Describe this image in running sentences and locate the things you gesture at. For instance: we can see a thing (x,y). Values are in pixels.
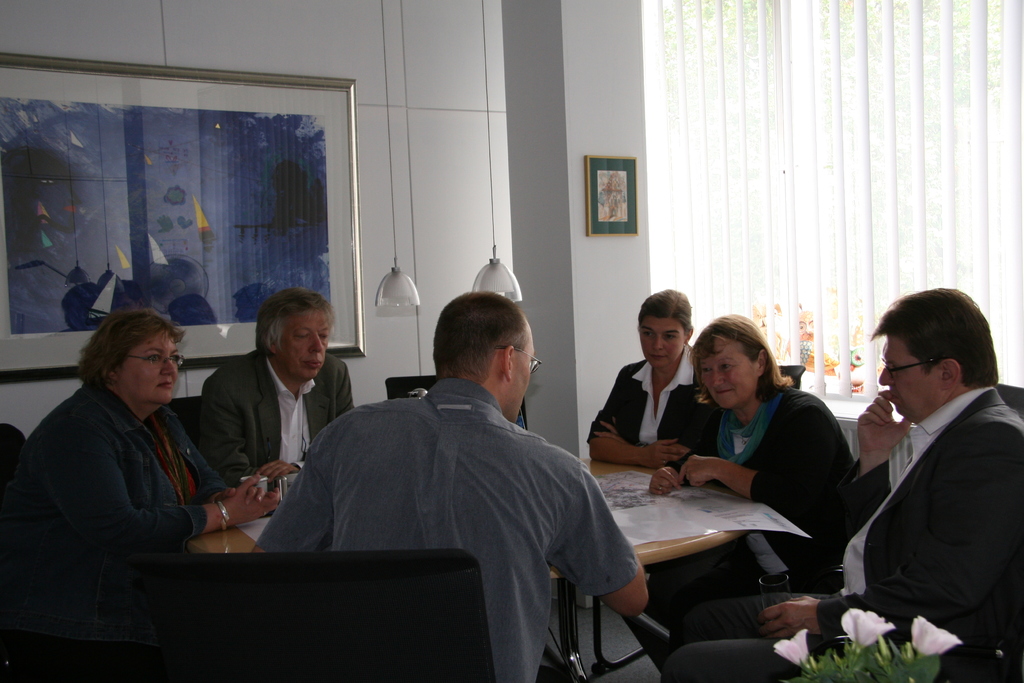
There are few people (330,372) sitting on the chairs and talking. This is the table (664,548) with a paper (665,530) on it. These are the lamps (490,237) hanging. This is the photo frame (201,109) attached to the wall (290,37). This is the pillar (562,257) with a frame (633,231). This is a small plant (925,662) with flowers (928,640). This is a window (890,126) with a curtain (831,123).
